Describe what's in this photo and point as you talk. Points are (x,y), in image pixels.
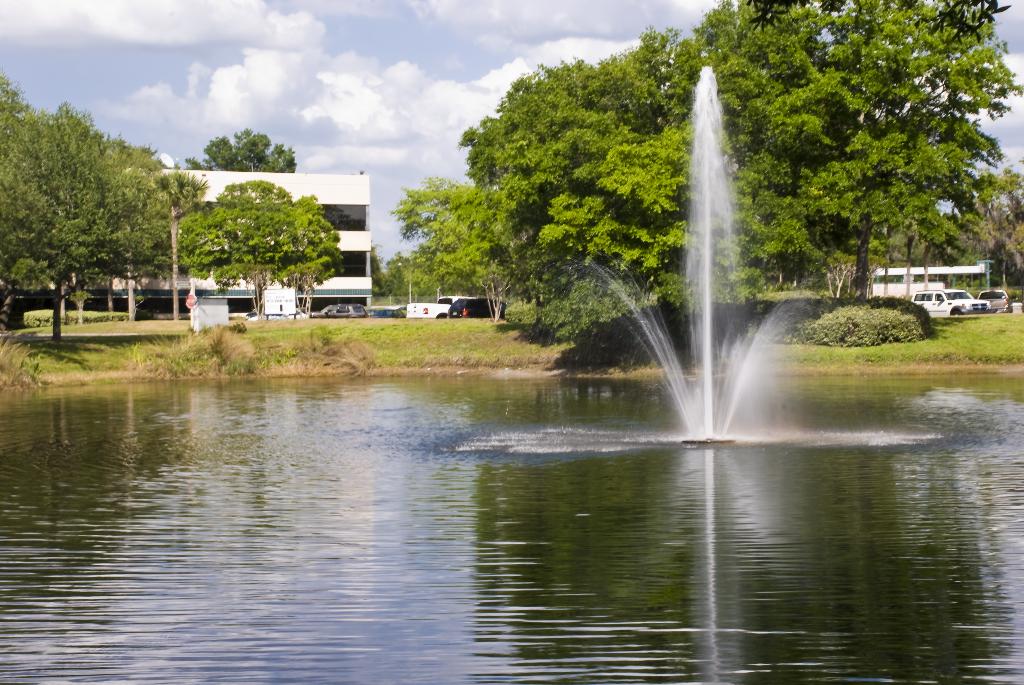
In this image there is the sky (328,50), there are clouds (332,78) in the sky (353,54), there is a building (147,289) truncated towards the left of the image (319,192), there are trees (676,157), there is a tree (95,249) truncated towards the left of the image (24,156), there are vehicles (463,314), there is the grass (151,338), there are plants (843,311), there is a lake (643,497), there is a fountain (694,275).
